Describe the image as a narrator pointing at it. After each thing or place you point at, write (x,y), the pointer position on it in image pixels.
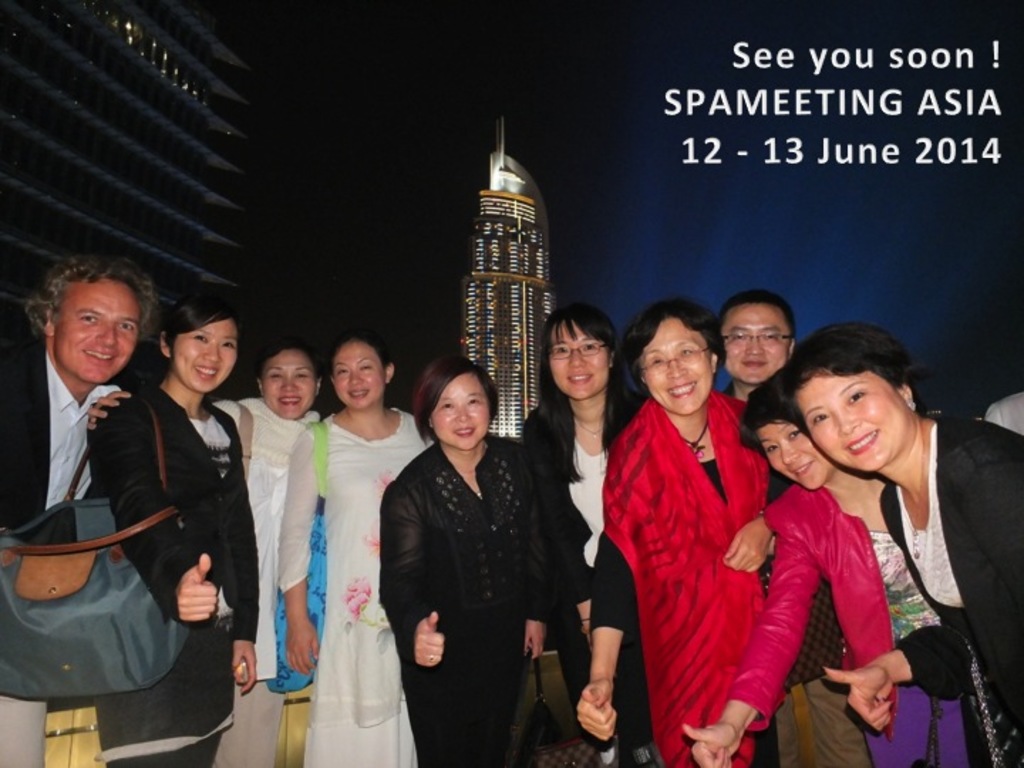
In this picture I can see there are a group of people (501,527) standing and they are smiling. In the backdrop (512,273) there are two buildings (524,328).
